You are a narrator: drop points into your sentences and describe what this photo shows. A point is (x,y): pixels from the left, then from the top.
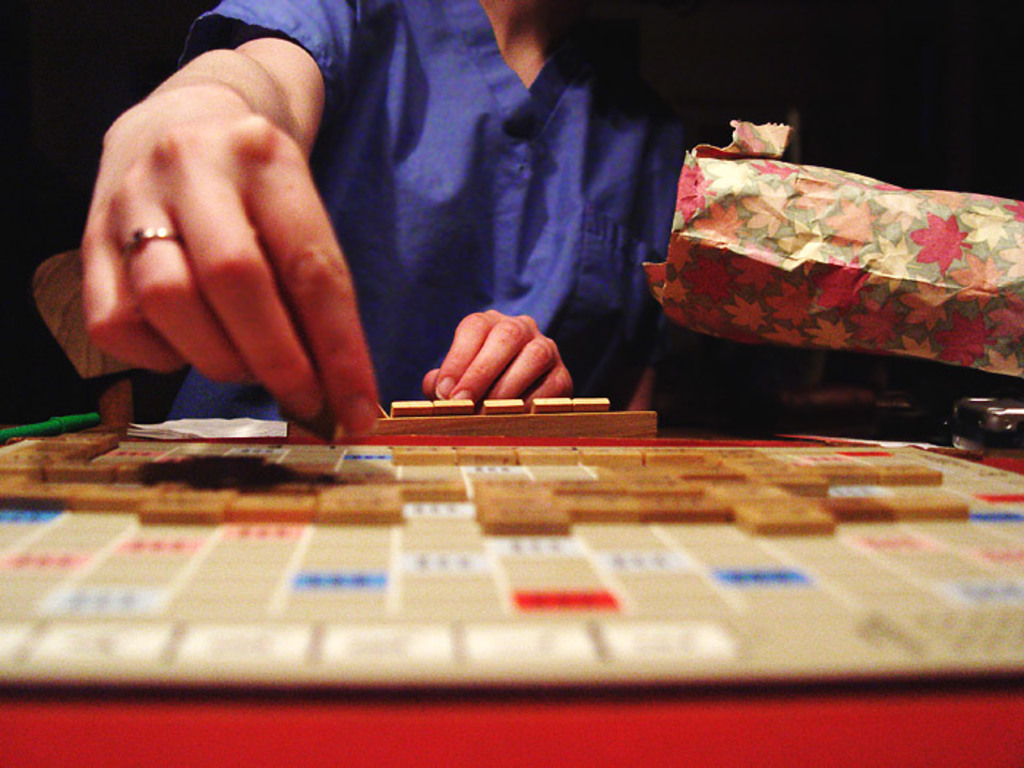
In the image we can see there is a word building board (499,576) kept on the table (597,736), there is a person (416,246) and she is placing a tile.
